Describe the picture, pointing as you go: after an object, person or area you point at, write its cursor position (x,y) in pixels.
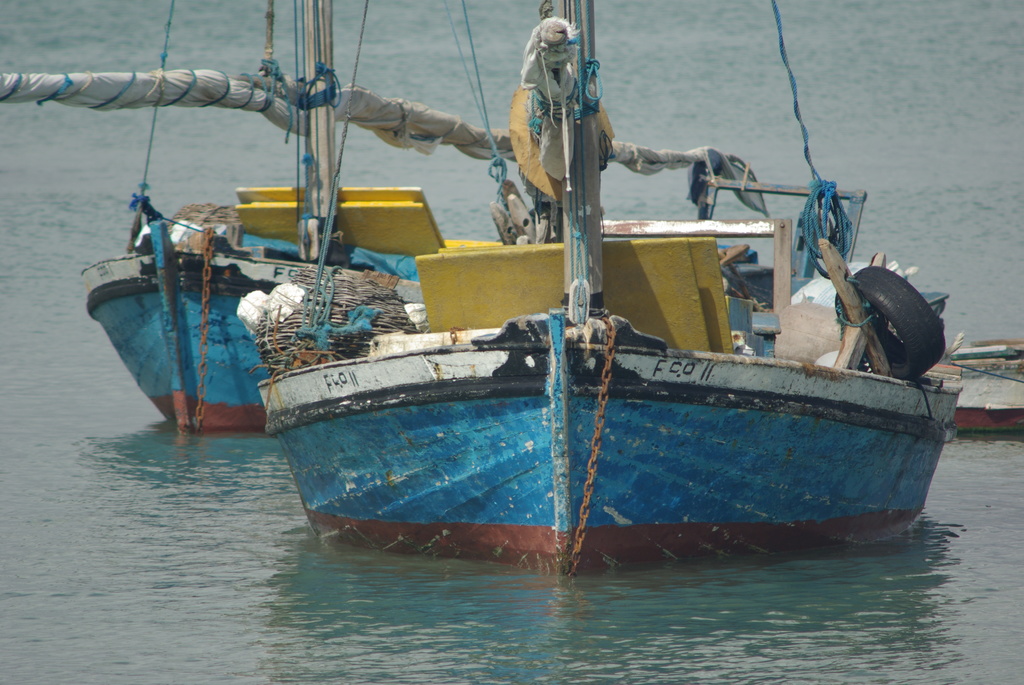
In this picture we can see the boats (555,398) are floating on the water (238,451).
